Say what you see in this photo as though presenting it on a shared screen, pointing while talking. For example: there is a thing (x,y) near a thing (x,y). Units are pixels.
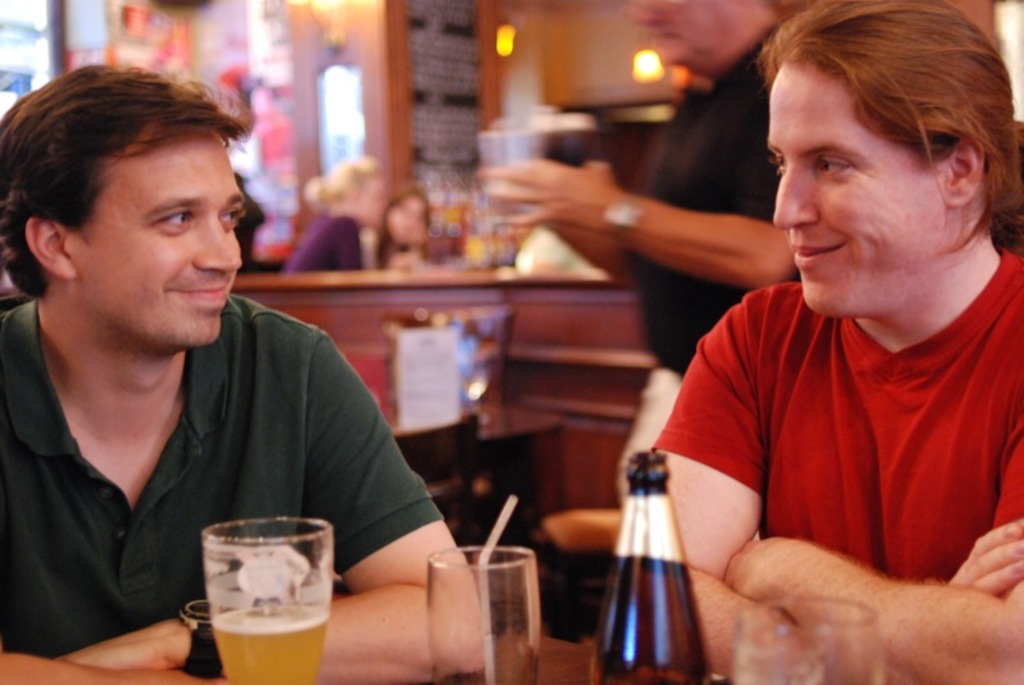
In this picture I can see two persons (8,190) smiling, there are glasses (256,654) and a bottle (662,617) on the table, there are group of people (397,258), and in the background (503,108) there are chairs (454,509), lights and some other objects (391,287).
